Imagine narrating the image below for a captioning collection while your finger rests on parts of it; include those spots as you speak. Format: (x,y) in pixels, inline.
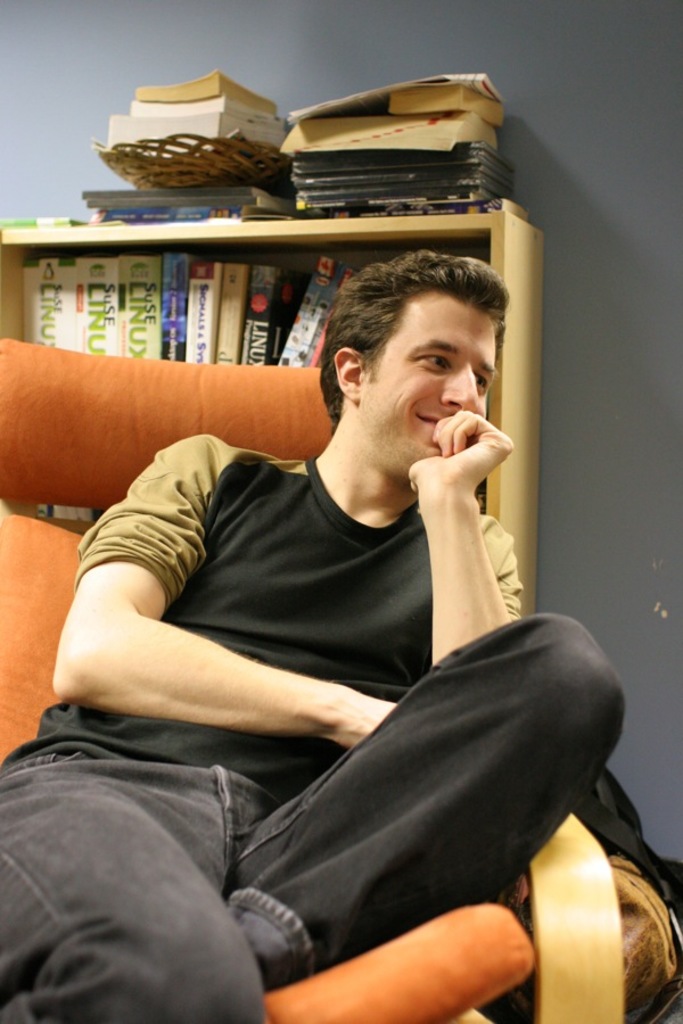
In this image, we can see a man (299,739) is sitting on the chair (454,969) and smiling. Background (538,509) there is a wooden shelf (510,367). So many books (72,285) and items (66,226) are placed. Here there is a wall (625,511). Right side of the image (638,832), we can see some objects (648,879) here.
